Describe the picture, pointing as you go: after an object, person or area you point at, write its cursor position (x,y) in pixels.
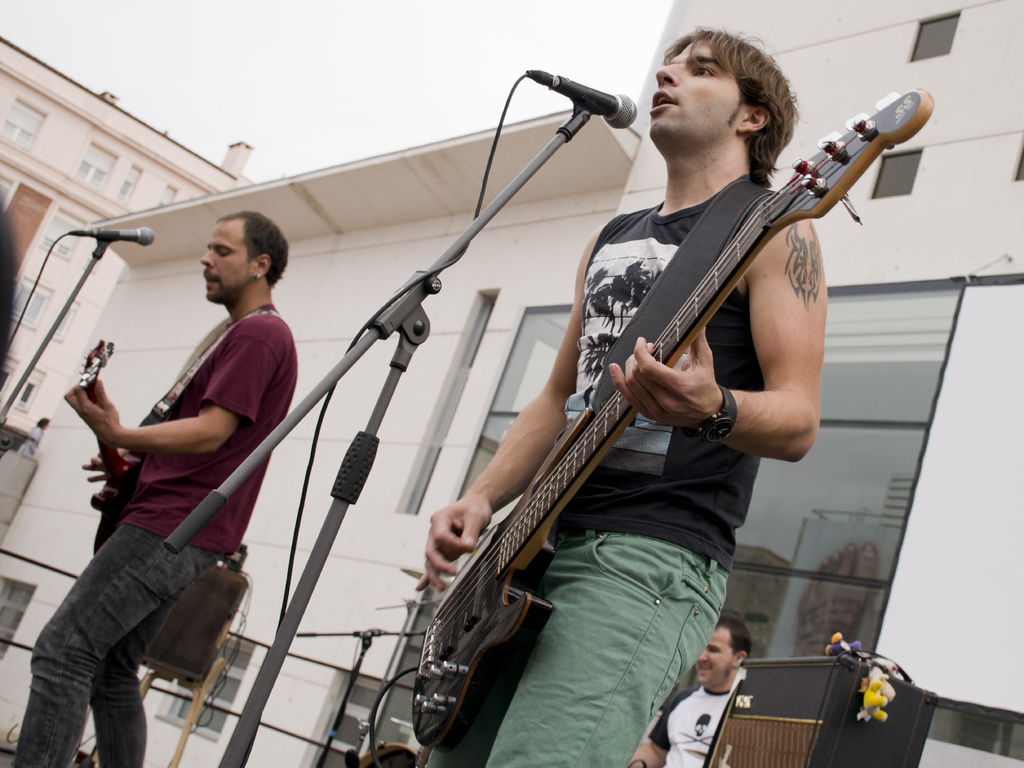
The two persons (567,411) are playing guitar (127,465) and singing in front of a mic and there is another person (680,720) in the background (674,709) playing drums (403,755) and there is a building (386,587) in the background (527,230).
